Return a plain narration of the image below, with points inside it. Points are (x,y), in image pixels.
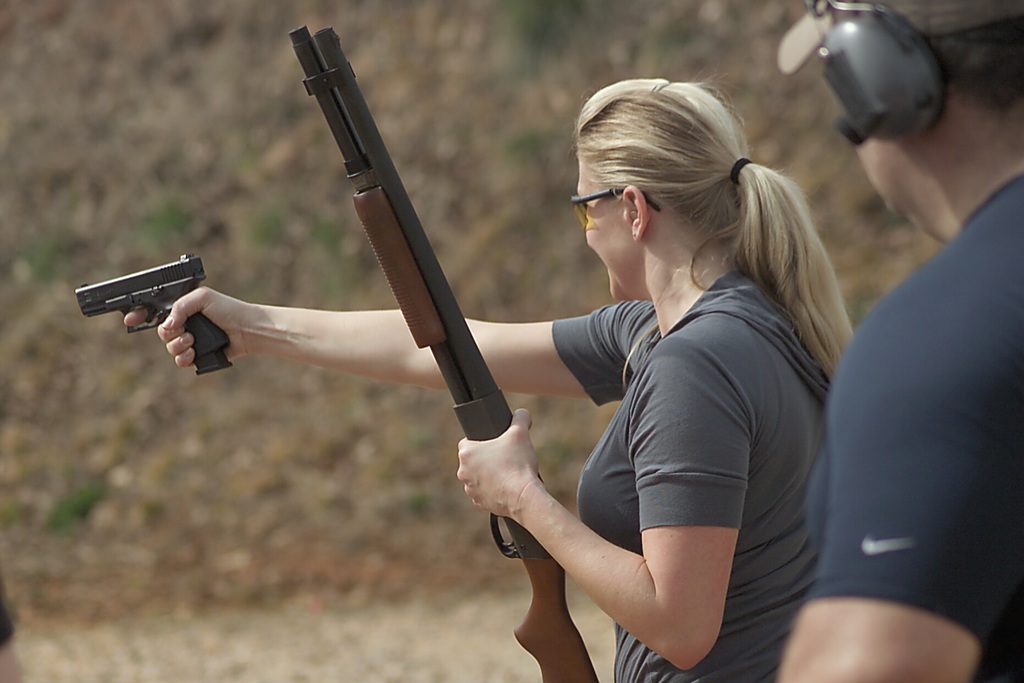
This is the woman (689,409) standing and holding two weapons (475,378) in her hands (182,327). On the right side of the image (909,310), I can see the man (946,327) standing. The background (445,238) looks blurry.
